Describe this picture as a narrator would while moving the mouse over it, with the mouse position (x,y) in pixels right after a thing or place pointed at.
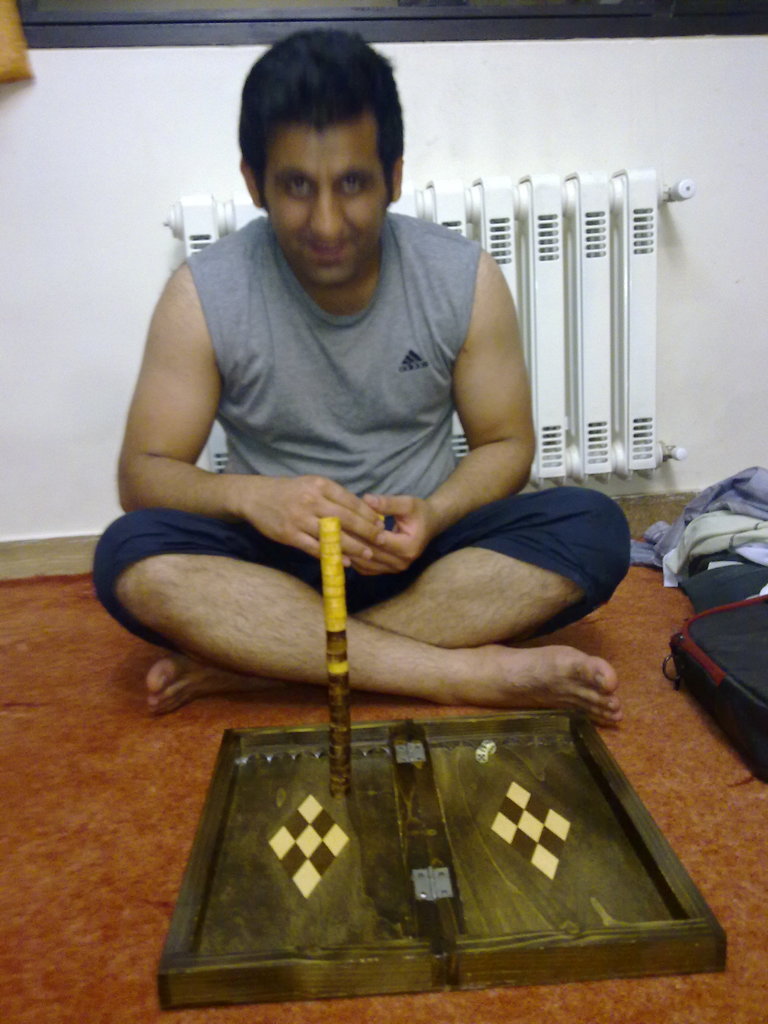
There is one man (313,403) sitting on the floor (554,638) as we can see in the middle of this image (365,591) and there is an object (551,247) and a wall (134,160) in the background (116,279). There is one wooden object (388,828) kept on the floor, we can see at the bottom of this image (469,784). There are clothes (674,581) on the right side of this image (747,509).
